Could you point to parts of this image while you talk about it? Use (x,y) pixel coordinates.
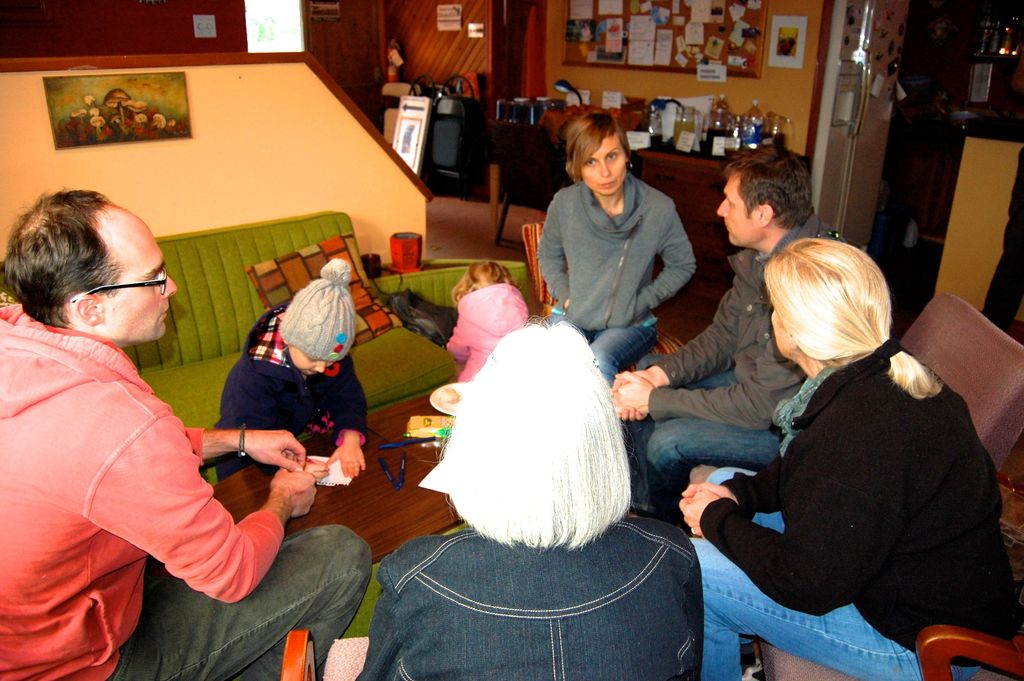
In this image I can see group of people (467,490) sitting. There is a couch (223,301), there are chairs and there are photo frames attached to the walls (554,34). Also there are papers (633,43) attached to a board (669,23). There is a refrigerator (849,89), there are bottles (679,115) and there are some other objects (696,111).
